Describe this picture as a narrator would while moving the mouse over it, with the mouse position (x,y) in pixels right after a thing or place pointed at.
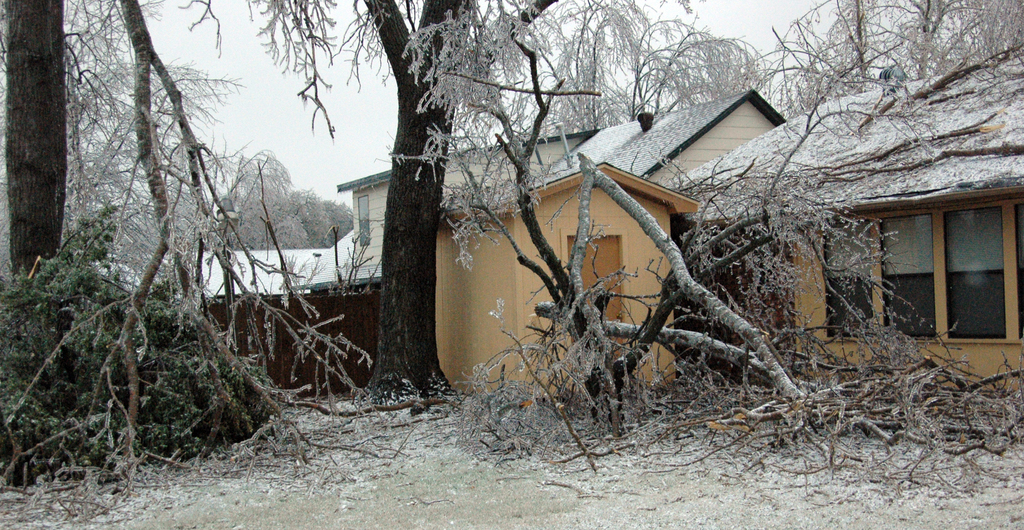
In this picture we can see trees (798,333), branches (697,280), snow (338,448) and houses (535,304). In the background of the image (382,134) we can see the sky (348,134).
